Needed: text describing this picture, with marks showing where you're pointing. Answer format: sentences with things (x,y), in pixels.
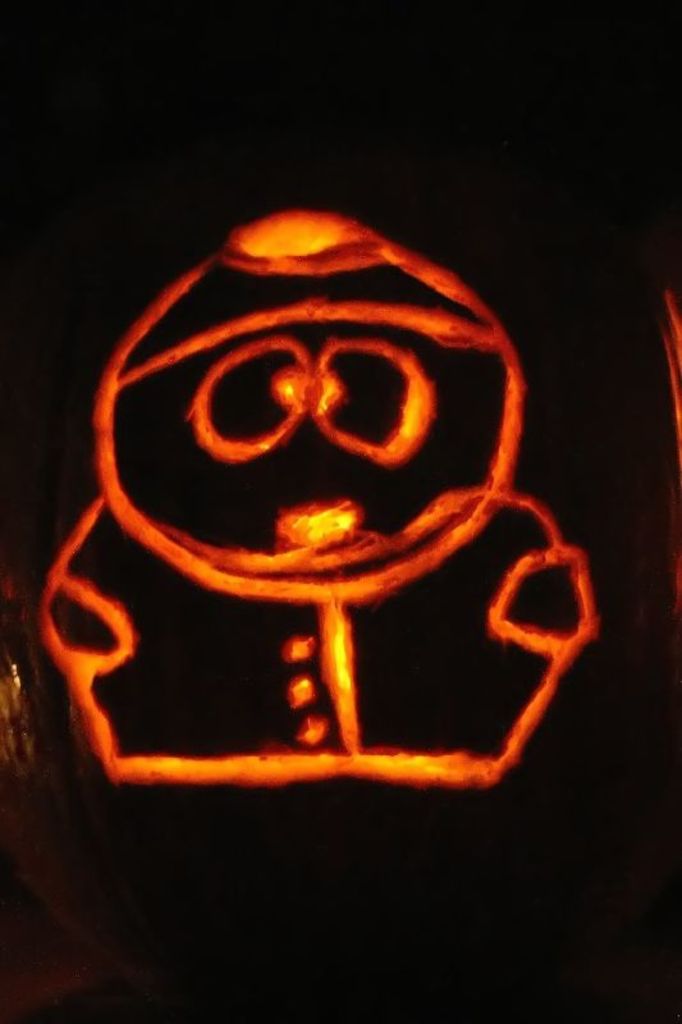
In the picture there is a light (281,582) present in the form of a person (290,583).
